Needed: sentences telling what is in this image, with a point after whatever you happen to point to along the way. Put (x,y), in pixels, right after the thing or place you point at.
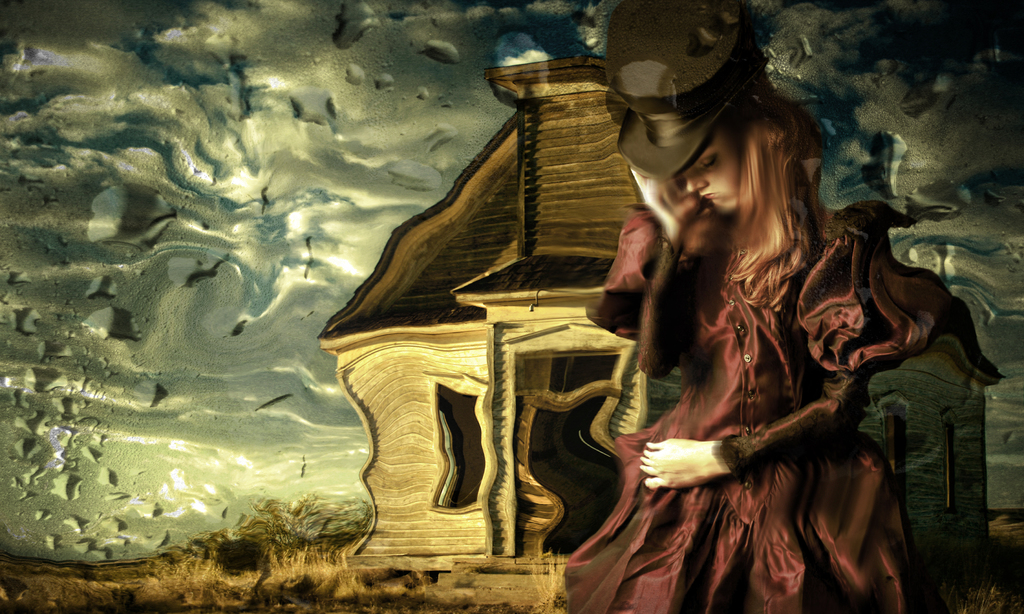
This image is a cartoon image. In this image we can see women (692,293), house (438,406), trees (325,522) and grass (302,563).
